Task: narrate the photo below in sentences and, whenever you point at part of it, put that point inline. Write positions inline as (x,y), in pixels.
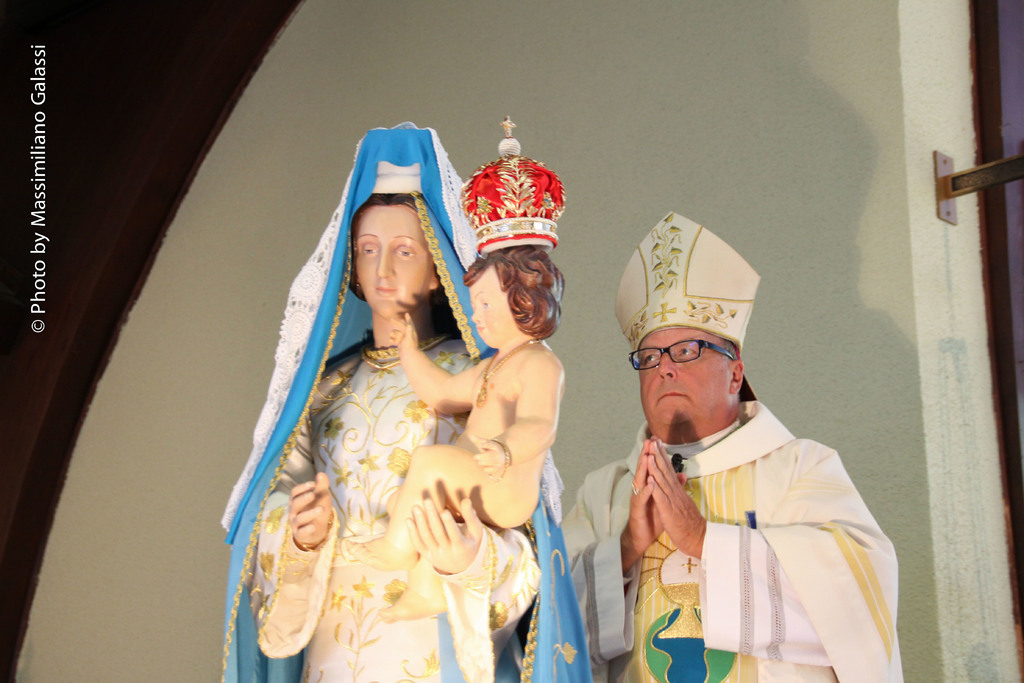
This picture is clicked inside. On the right (824,545) there is a man (629,460) wearing a dress (739,513) and standing. On the left (304,334) we can see a sculpture (377,332) of a woman (368,514) and a sculpture (539,397) of a kid (486,400). In the background (445,82) there is a wall (504,93). On the left (42,285) there is a text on the image.
